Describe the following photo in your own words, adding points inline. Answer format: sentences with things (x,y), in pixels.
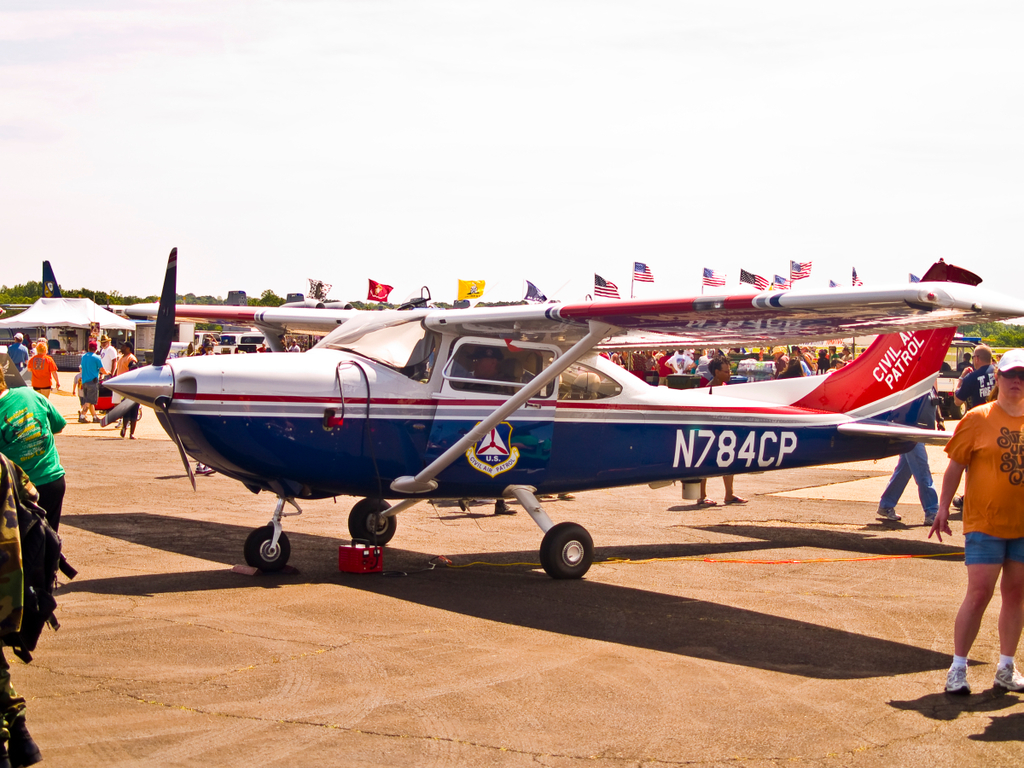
In this image there is an airplane (547,539) on the land (335,696). There are people (46,363) walking on the land (567,584). Left side (50,325) there is a tent (63,327). Behind the airplane (403,370) there are flags (380,292) attached to the poles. Right side (1019,608) there is a person (978,619) wearing a cap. He is standing on the land (591,745). Background (42,293) there are trees (972,328). Top of the image (290,172) there is sky (411,158).
